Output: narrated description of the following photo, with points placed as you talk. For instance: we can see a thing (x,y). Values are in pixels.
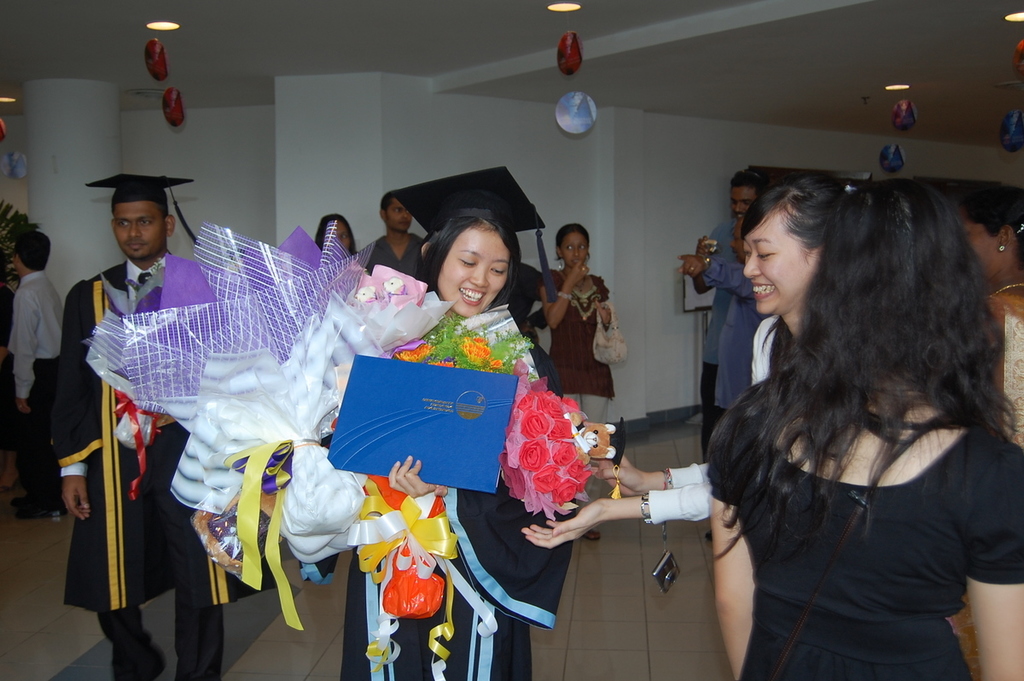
This image is clicked from inside the room (629,403). In this image we can see there are a few people (767,523) standing on the floor (678,629). At the center of the image (490,280) we can see there is a girl (485,297) holding so many gifts (385,592) in her hands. At the top of the image (251,60) there is a ceiling (251,60).
